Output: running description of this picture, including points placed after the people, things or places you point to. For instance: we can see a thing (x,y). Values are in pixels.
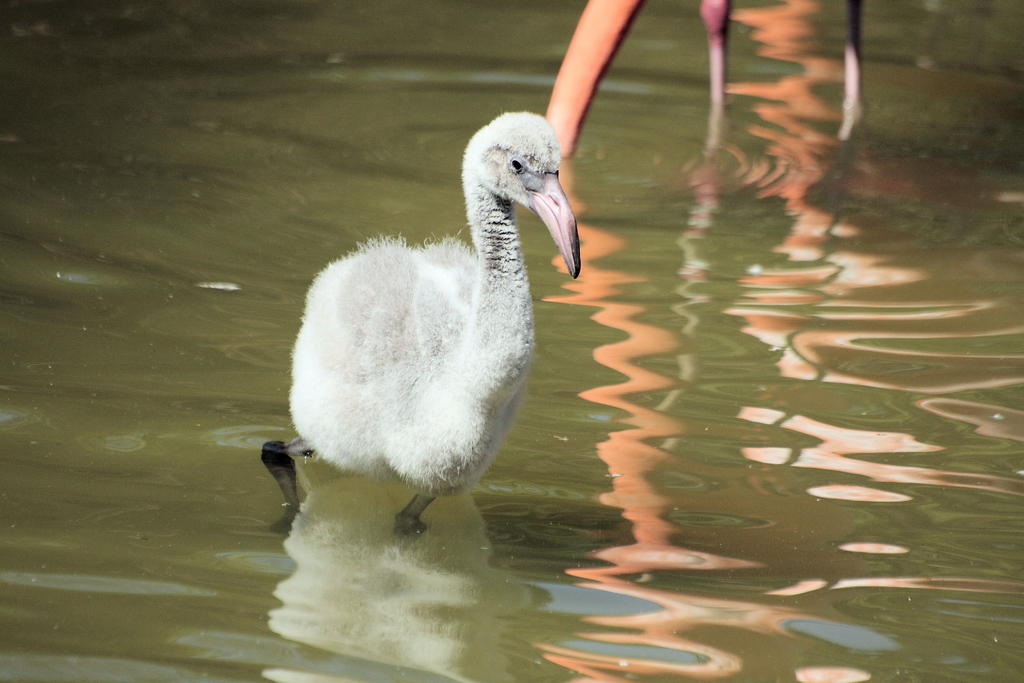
In this picture I can see the water (350,226) and in the center (414,415) I can see a white color bird (464,315) and on the top of this picture (598,39) I can see another bird (610,51).
